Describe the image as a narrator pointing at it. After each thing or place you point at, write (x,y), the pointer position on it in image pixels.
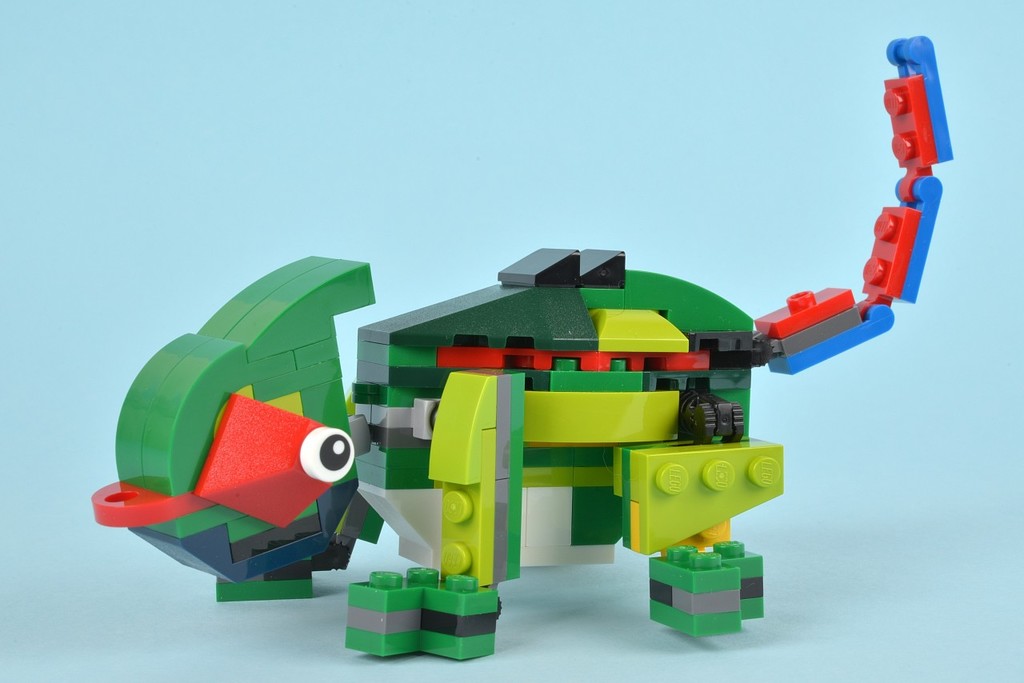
There is a toy (713,442) built with the blocks (600,368).
